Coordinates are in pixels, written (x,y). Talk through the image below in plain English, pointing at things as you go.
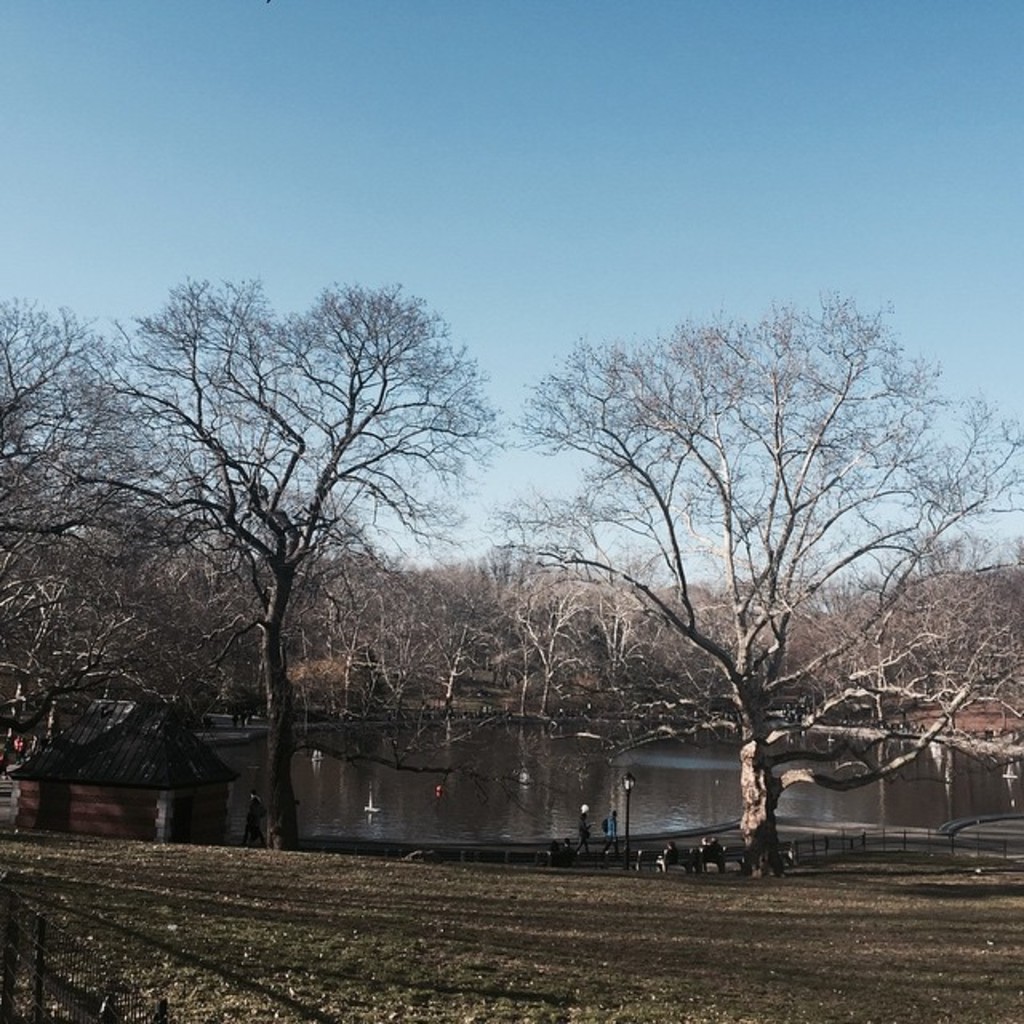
In this image I can see in the middle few people (705,853) are there and it looks like a pond (491,784). There are trees (645,706), at the top (581,232) it is the sky (869,163).
